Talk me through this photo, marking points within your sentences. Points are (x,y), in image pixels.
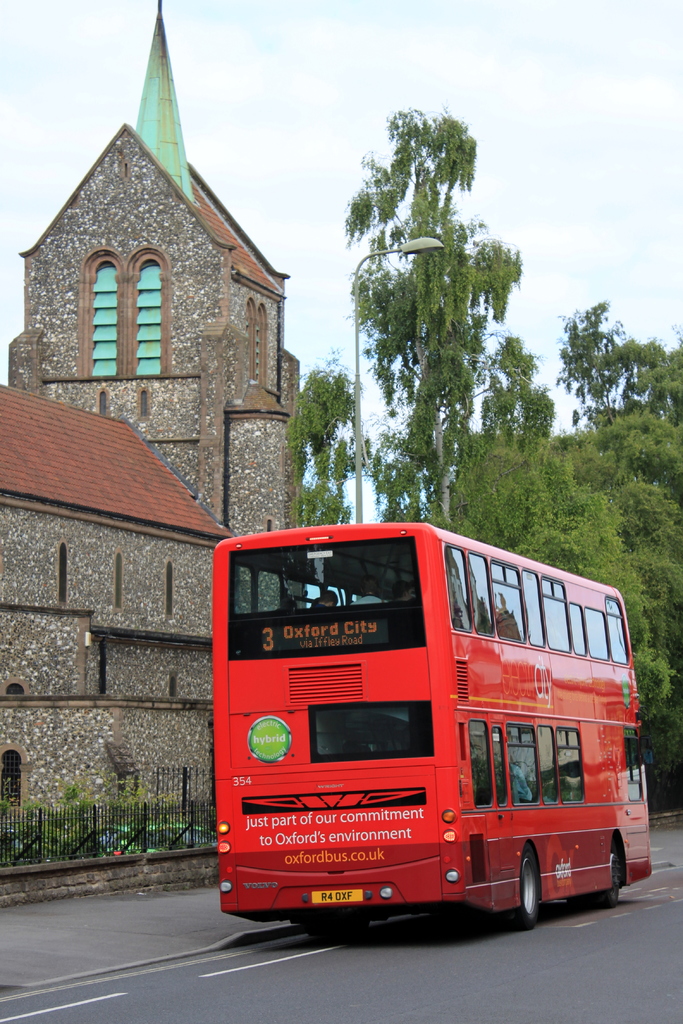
In this picture we can see a bus (411,857) on the road (296,971), fence (137,814), plants (125,791), light pole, trees (454,499) and building (177,721). In the background of the image (511,192) we can see the sky (529,213).
